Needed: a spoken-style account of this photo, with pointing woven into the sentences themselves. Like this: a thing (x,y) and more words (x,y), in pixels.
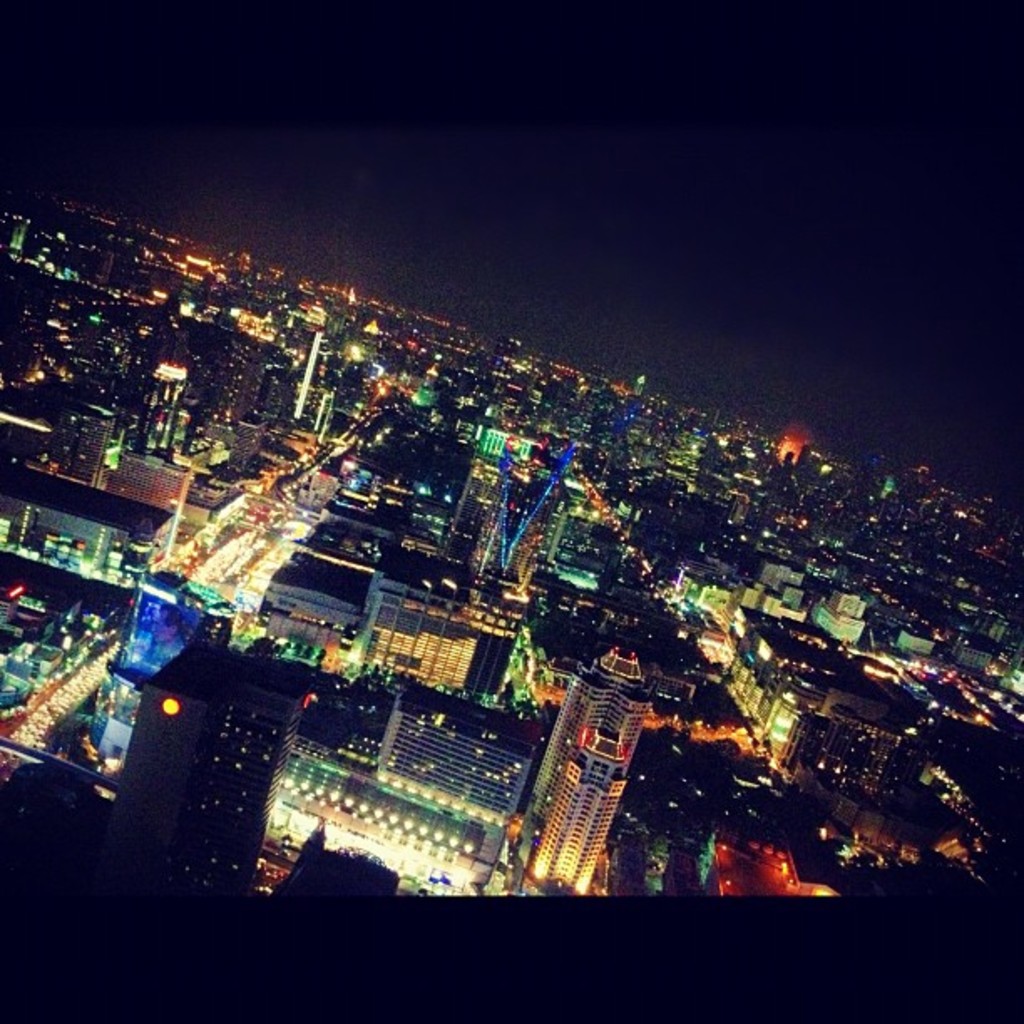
In this picture I can see the city (922,559). In the center (622,676) I can see the skyscrapers (235,400), buildings (421,763), roads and lights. At the top (541,122) I can see the darkness (474,93).
